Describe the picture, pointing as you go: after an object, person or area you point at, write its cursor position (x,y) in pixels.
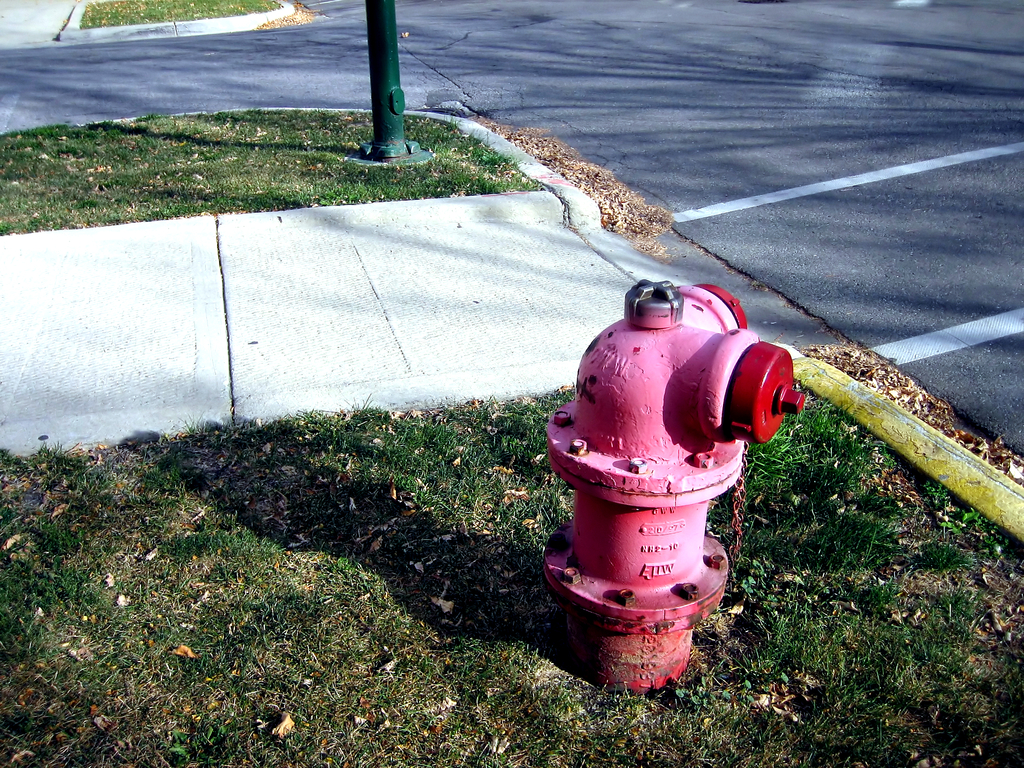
There is a red color fire hydrant (645,550) on a greenery ground (635,694) and there is a green color pole (387,64) in the background (383,84).
